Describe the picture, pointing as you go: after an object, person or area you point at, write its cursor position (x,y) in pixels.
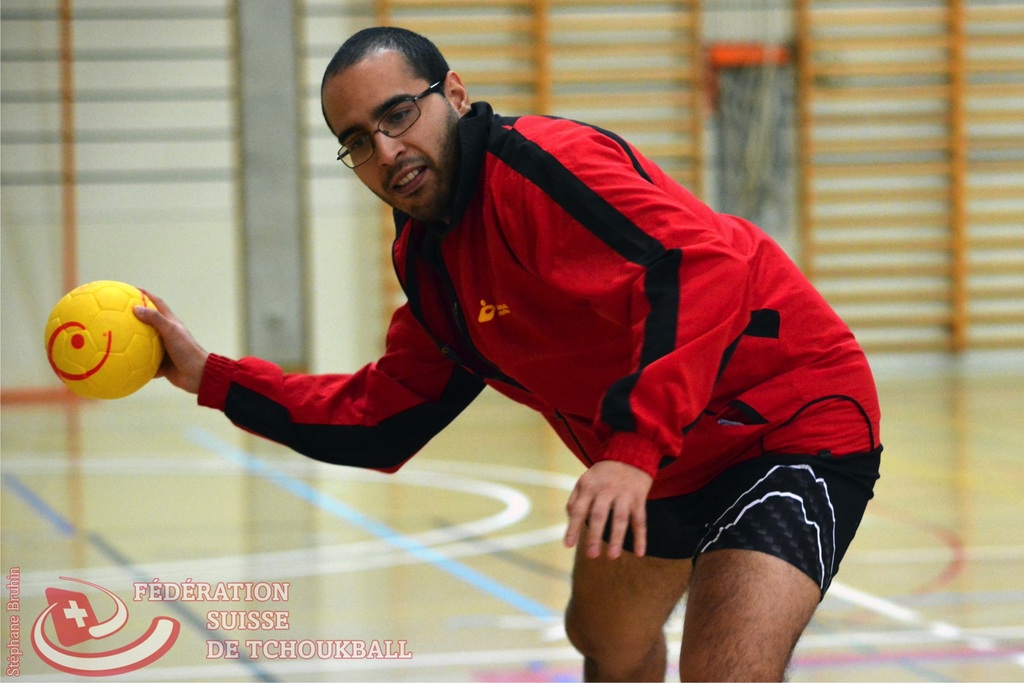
In this image there is a man (804,477) standing and holding a ball (107,354) in his hand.
